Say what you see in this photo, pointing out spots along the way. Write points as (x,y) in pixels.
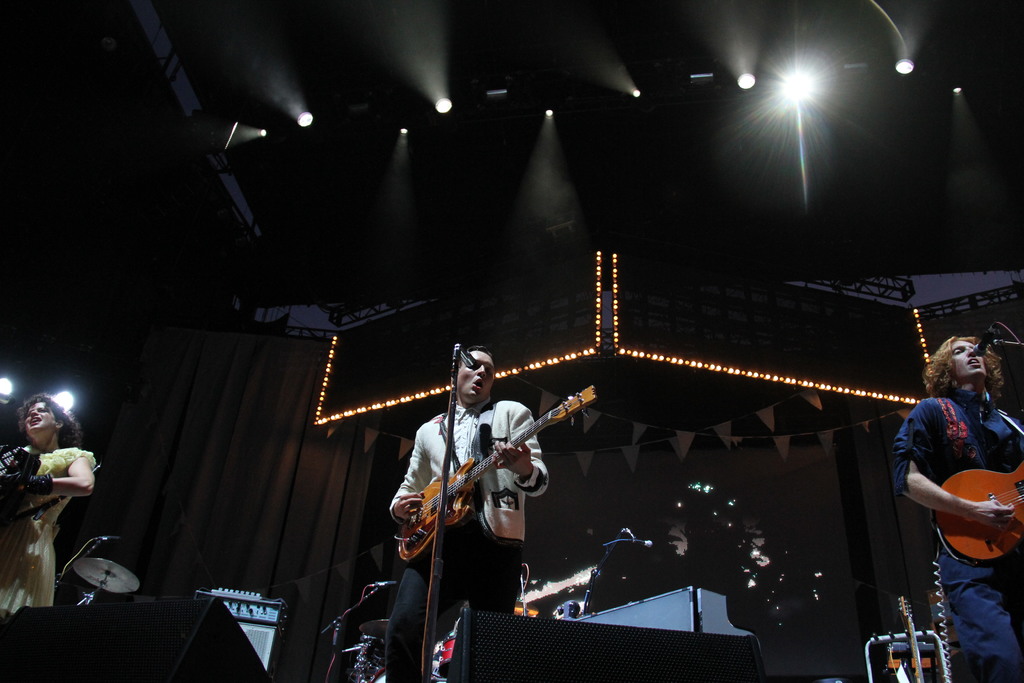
In the middle of the image (527,447) a man (516,449) is holding a guitar (404,548) and singing. Bottom right side of the image (968,609) a man (899,468) is holding a guitar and singing. Bottom left side of the image (88,457) a woman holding something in her hands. At the top of the image (381,108) there is a roof (437,123) and lights (443,111). In the middle of the image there is a screen (808,503).
